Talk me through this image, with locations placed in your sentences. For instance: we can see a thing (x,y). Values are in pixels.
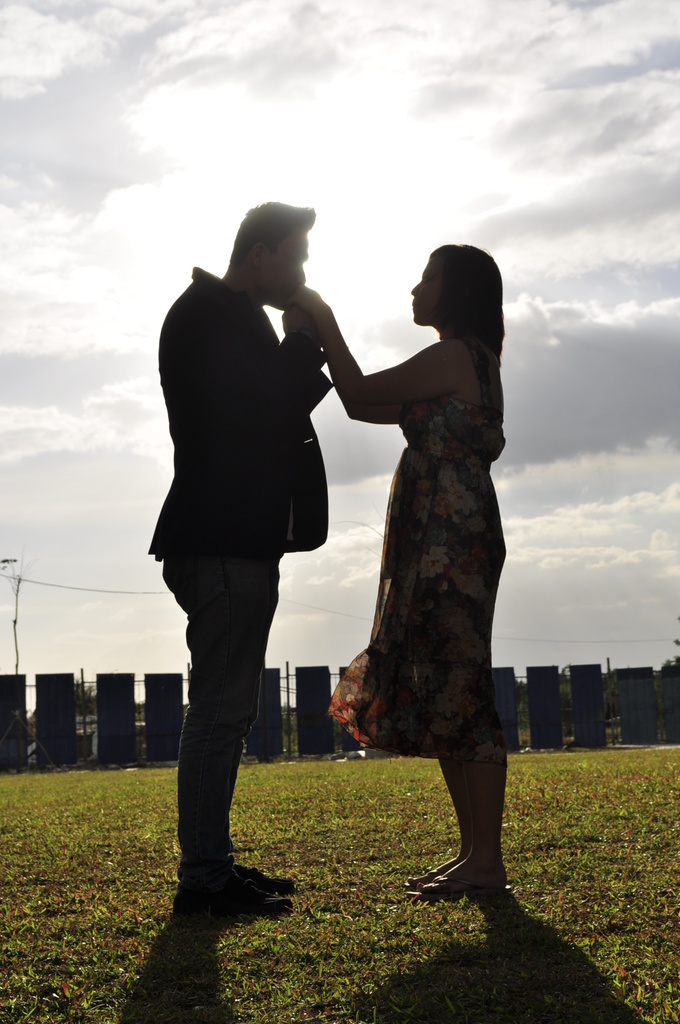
In this image there are persons (326,488) standing in the center (232,401). The man (313,462) on the left side (223,466) is standing and holding a hand (303,315) of the woman (333,364) who is standing in front of him. In the background (121,698) there is fence (543,733) and on the ground (95,896) there is grass (208,971) and the sky (494,198) is cloudy.
